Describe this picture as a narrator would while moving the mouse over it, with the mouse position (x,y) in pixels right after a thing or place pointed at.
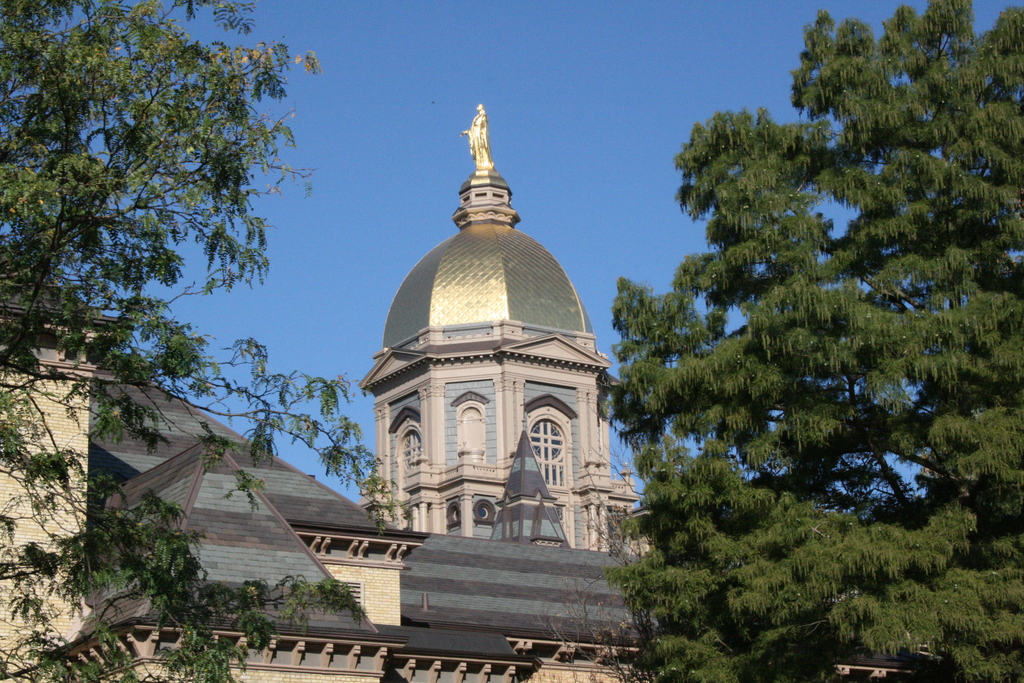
This is a building (435,486), these are trees (865,335) and a sky (430,83).
